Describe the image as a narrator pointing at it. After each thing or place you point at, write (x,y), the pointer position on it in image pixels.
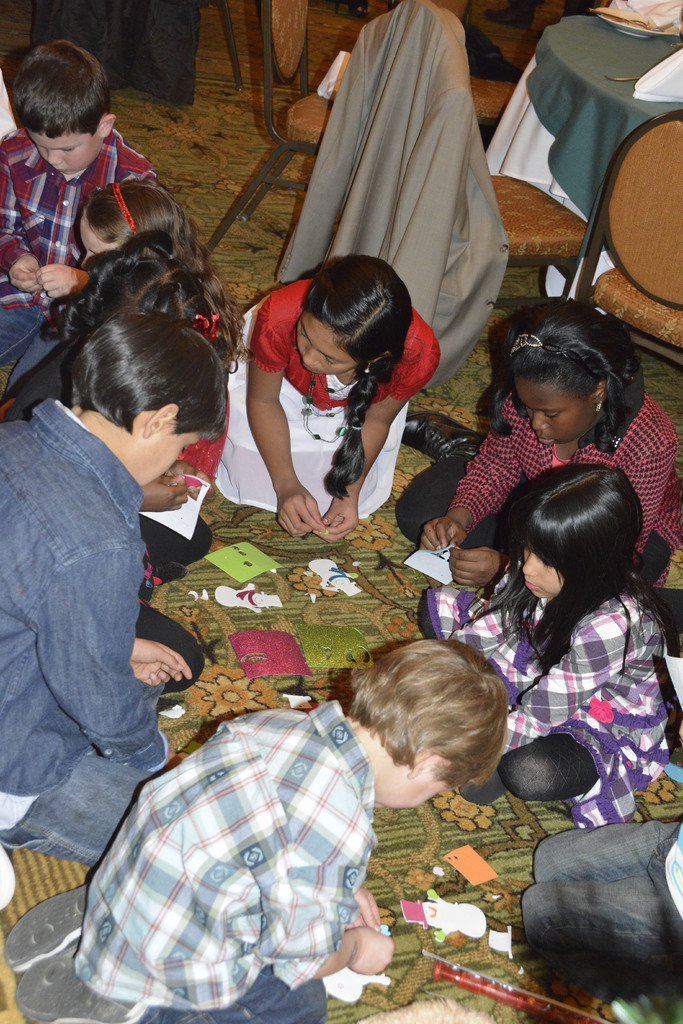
On the left side (81,513), there are children (138,579) in different color dresses (81,513) on a mat (160,148). On the right side (553,369), there are three girls (619,818) and a child (588,934). In the background (668,218), there are chairs (679,219) and a table (554,75) arranged.
